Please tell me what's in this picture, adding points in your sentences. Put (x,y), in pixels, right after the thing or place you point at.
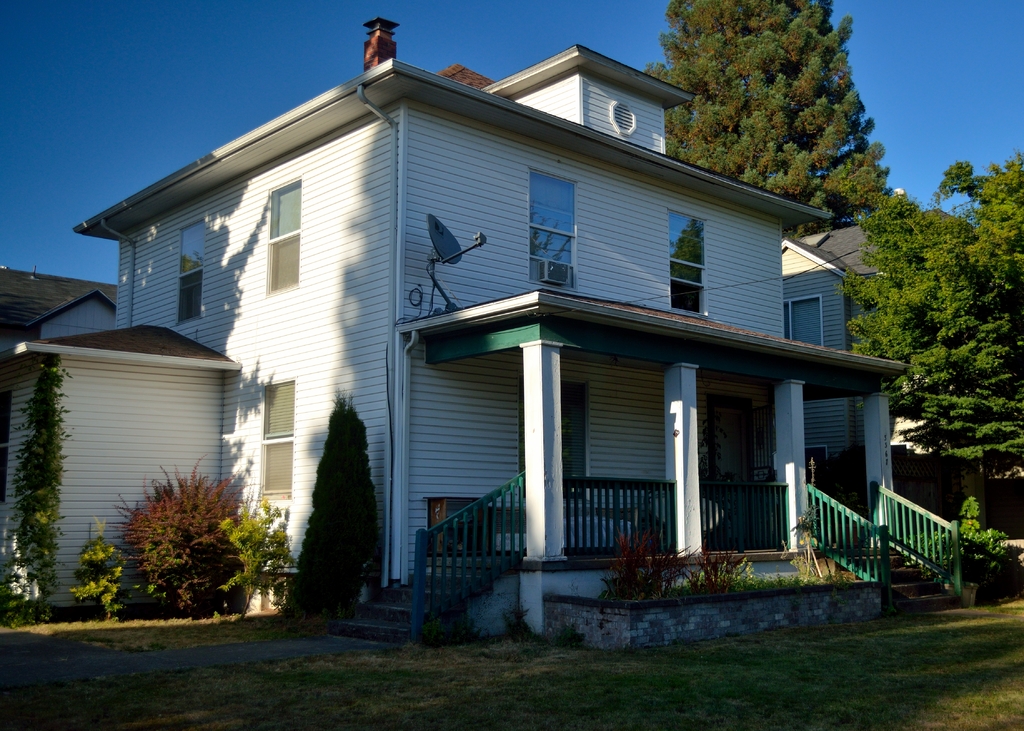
In this picture we can see plants (980,595), fence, grass (669,671), trees (922,353), and houses (607,220). In the background (997,42) there is sky (922,101).
